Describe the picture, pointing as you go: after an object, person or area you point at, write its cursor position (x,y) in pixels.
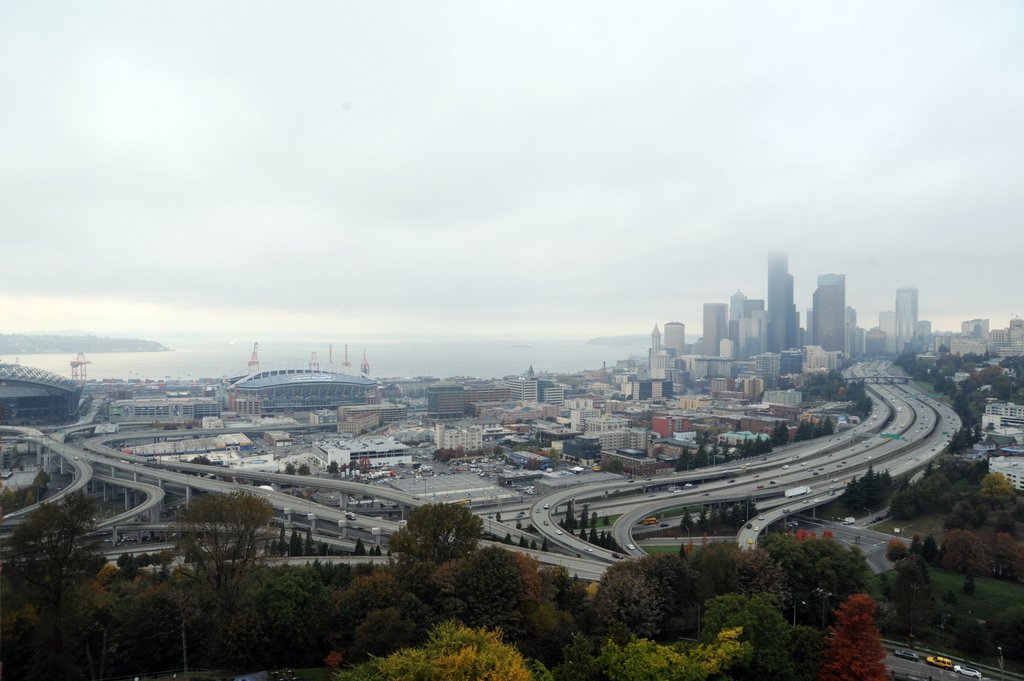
At the center of the image (486,437) there are buildings (643,421), roads (779,460) and some vehicles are on the road (623,535). At the bottom of the image (432,639) there are trees (779,634). In the background (227,242) there is a river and sky (575,220).
